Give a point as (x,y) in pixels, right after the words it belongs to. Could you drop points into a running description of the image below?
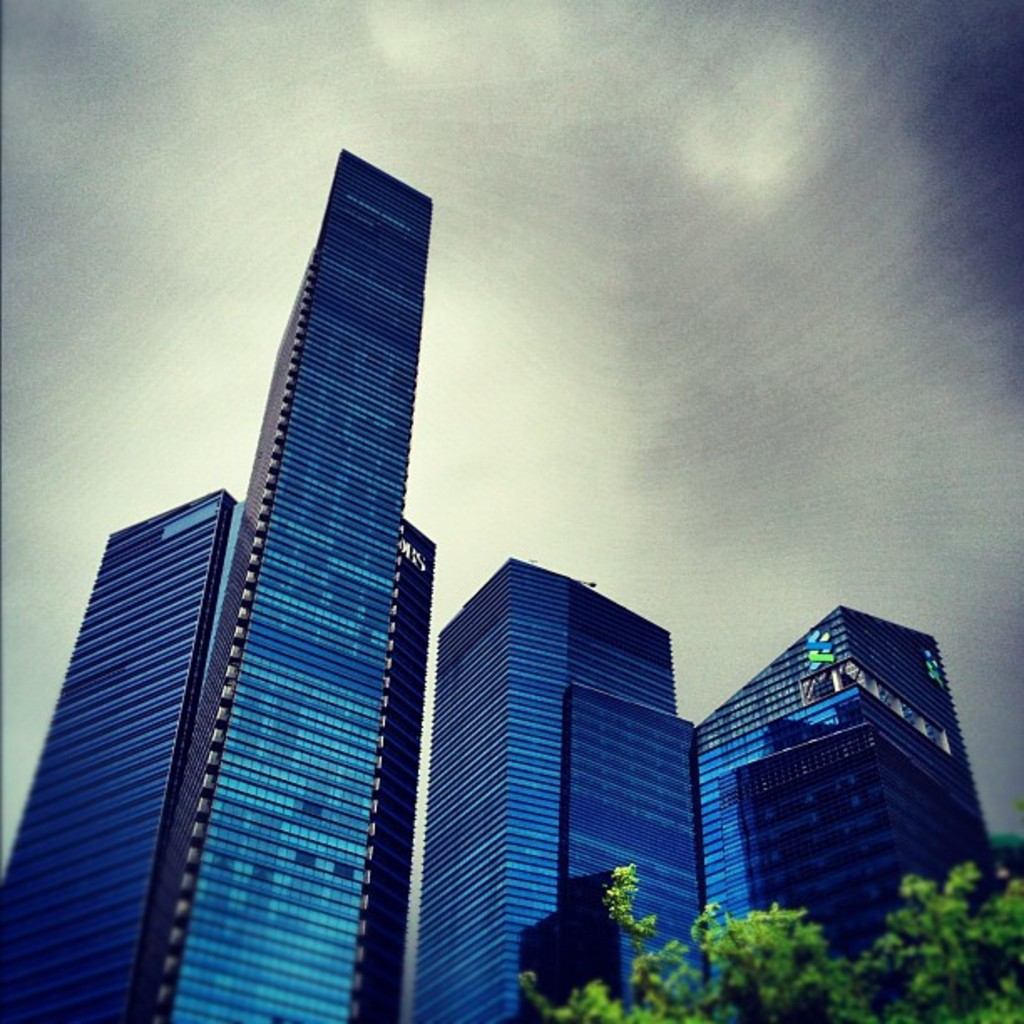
In this image, we can see few glass buildings (363,874), trees (980,948). Background (70,476) there is a blur view. Here we can see the sky (471,316).
